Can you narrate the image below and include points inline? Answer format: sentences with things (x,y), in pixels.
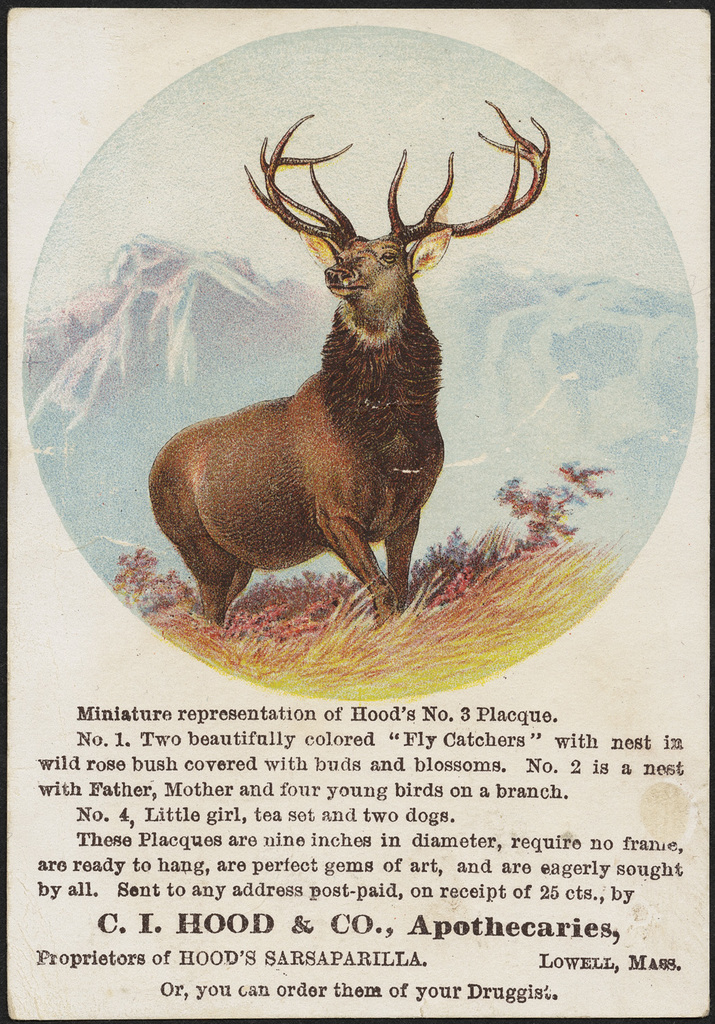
At the top of the image (210,305) we can see the pictures of hill (224,306), sky (343,129), deer (395,183) and grass (307,629). At the bottom of the image (225,879) there is a text (522,794).
